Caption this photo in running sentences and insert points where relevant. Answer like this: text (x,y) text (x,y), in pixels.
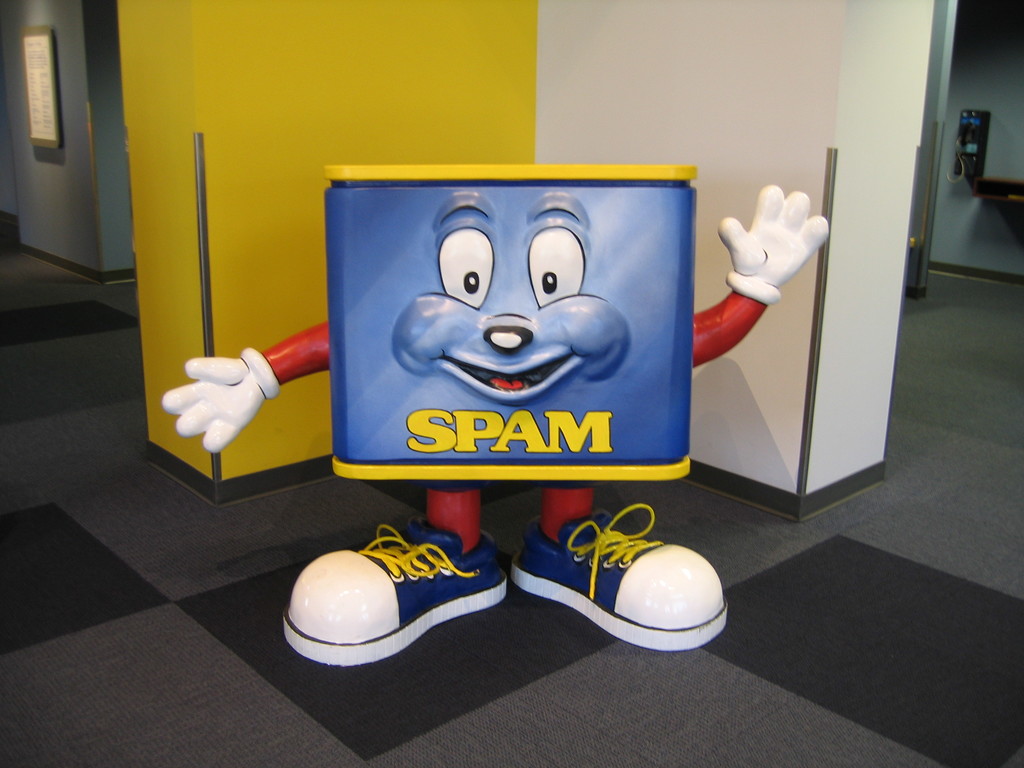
In this picture we can see a toy (351,378) on the floor (70,456) and in the background (707,118) we can see a frame (61,121), telephone (966,152), door (917,222), walls (671,144) and some objects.
